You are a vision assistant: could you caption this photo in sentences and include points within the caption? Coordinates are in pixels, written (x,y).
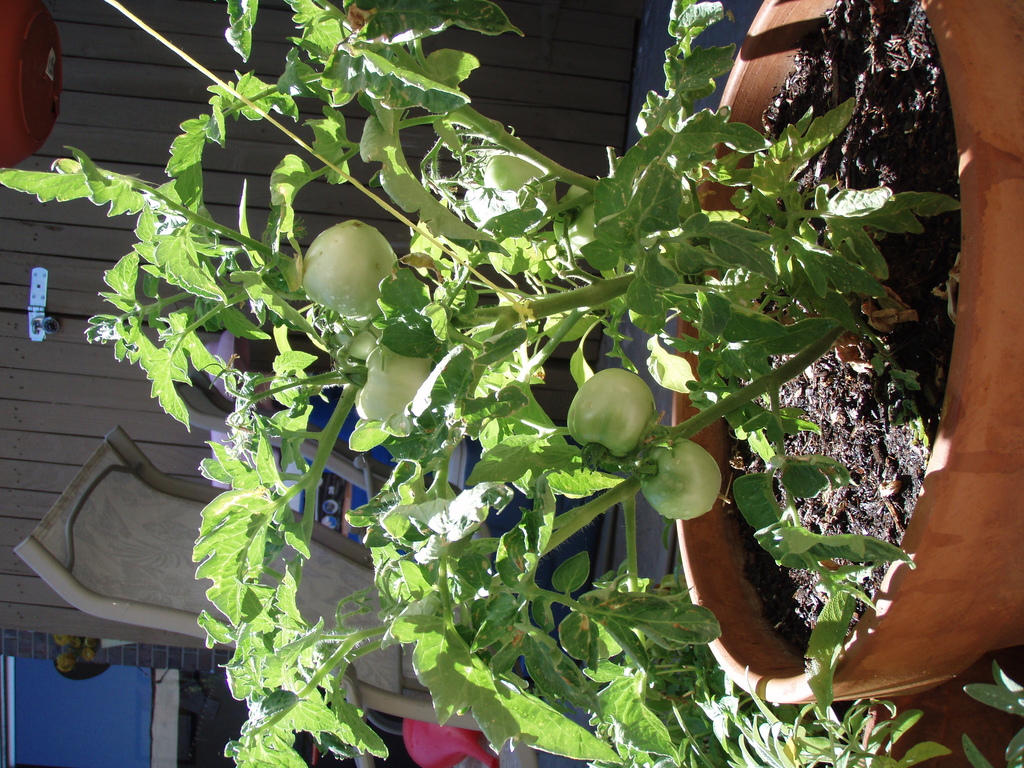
In this image there is a tomato plant (871,338) in the pot (1005,461), behind that there is a building (66,461).
